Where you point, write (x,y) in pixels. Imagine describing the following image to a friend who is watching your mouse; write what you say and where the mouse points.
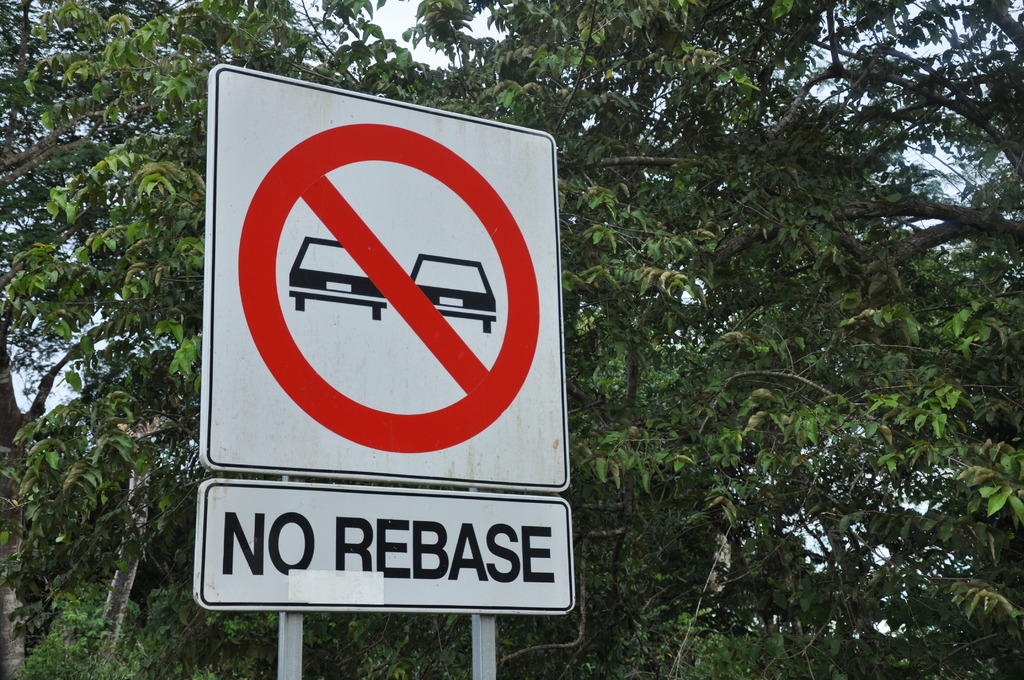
In this picture, we can see a sign board (403,521) with text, and we can see some trees (773,293), the sky (968,56).
